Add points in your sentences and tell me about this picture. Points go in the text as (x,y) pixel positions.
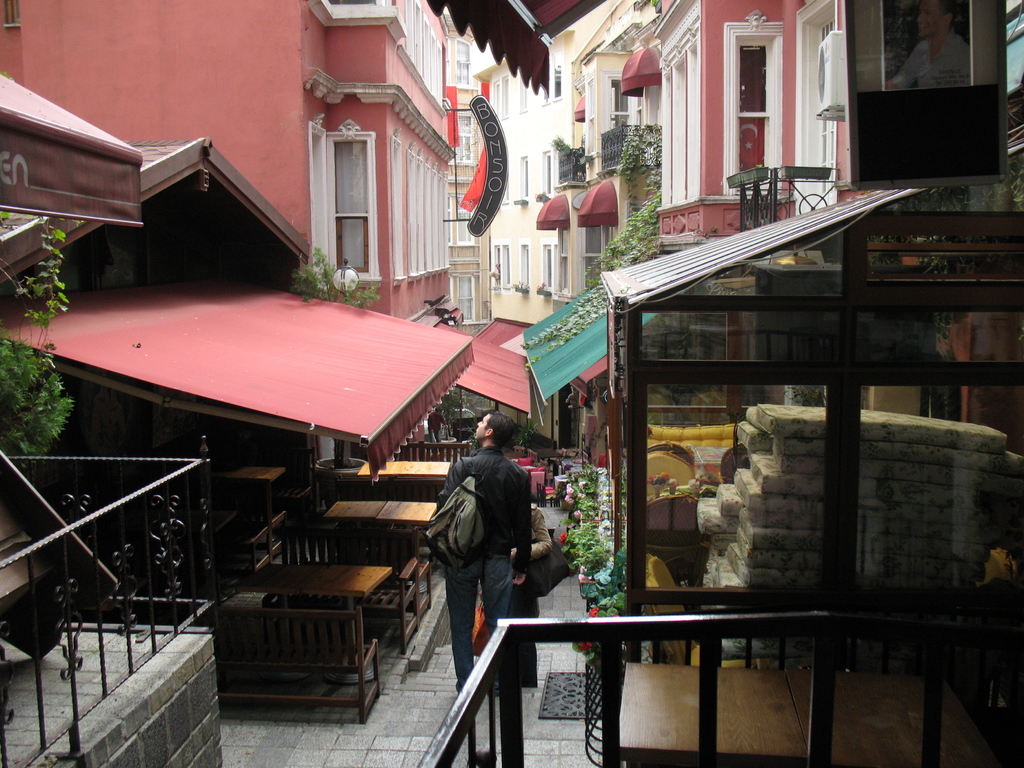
In the foreground of this image (526,707), there is a path (439,658) on which there are two people (482,502) wearing bags (475,514) are walking on it and on either side there are buildings (536,202) in the background (547,479) there are chairs (517,460) tables (430,471) and it seems like a shelter (719,502) on the right (791,466).
